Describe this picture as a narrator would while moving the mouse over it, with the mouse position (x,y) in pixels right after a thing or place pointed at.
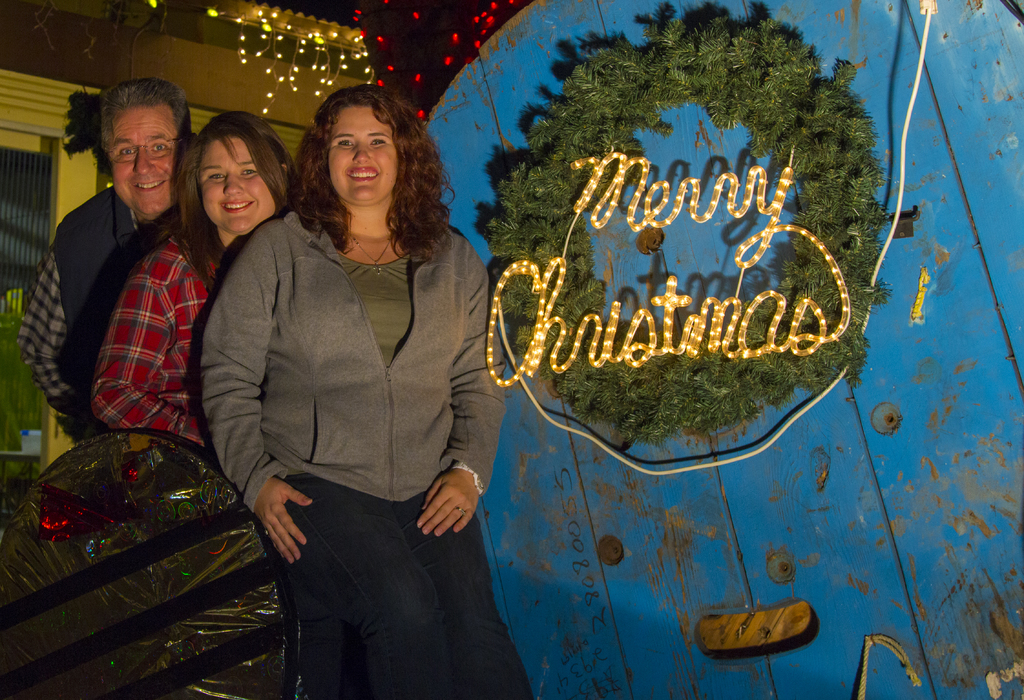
In the image there are three people (291,314) standing and posing for the photo. Beside them there is a wooden object (772,473) and on that Christmas greetings (616,329) were decorated with some lights (614,313) on a round grass (536,215) and in the background (258,72) there is a building (223,72) and it is also decorated with lights (278,80).
